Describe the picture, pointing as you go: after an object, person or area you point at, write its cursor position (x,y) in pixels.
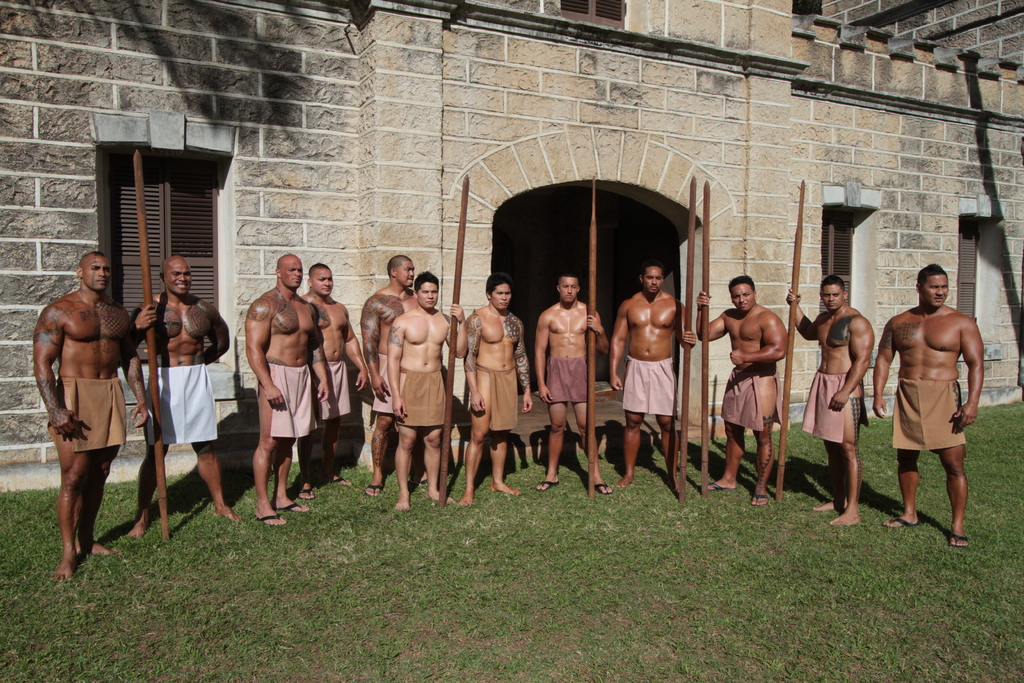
Here we can see few persons (932,341) are standing on the ground (531,578). This is grass (860,566). In the background (815,261) there is a building (845,155).
